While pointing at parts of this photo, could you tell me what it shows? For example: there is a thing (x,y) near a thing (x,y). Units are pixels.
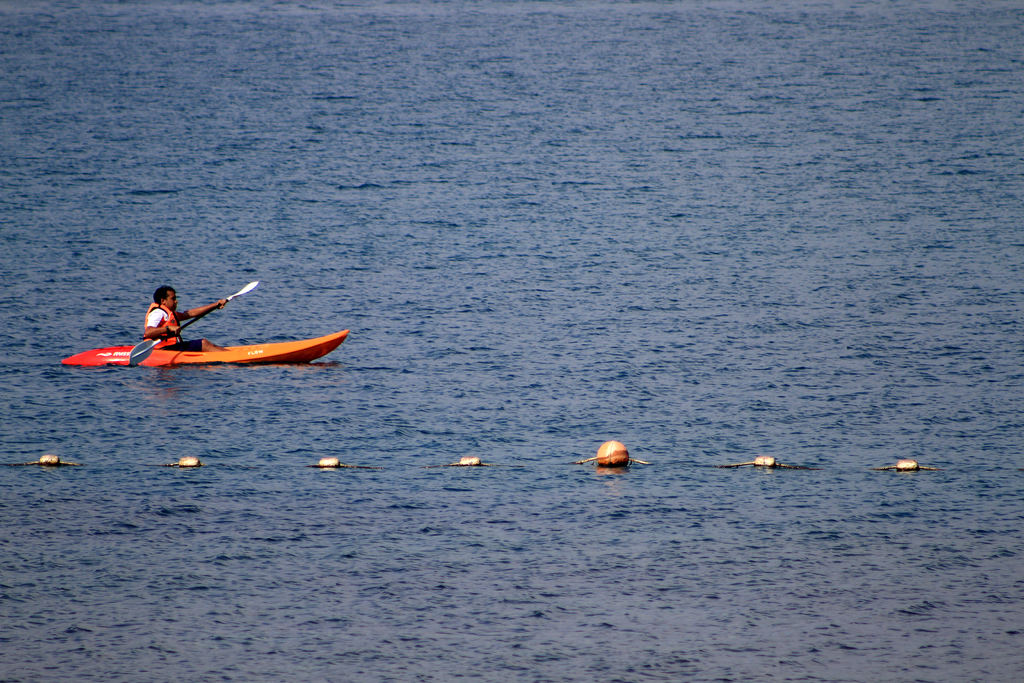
In this image we can see person (175,349) in boat (106,357) sailing on the river (290,434).
